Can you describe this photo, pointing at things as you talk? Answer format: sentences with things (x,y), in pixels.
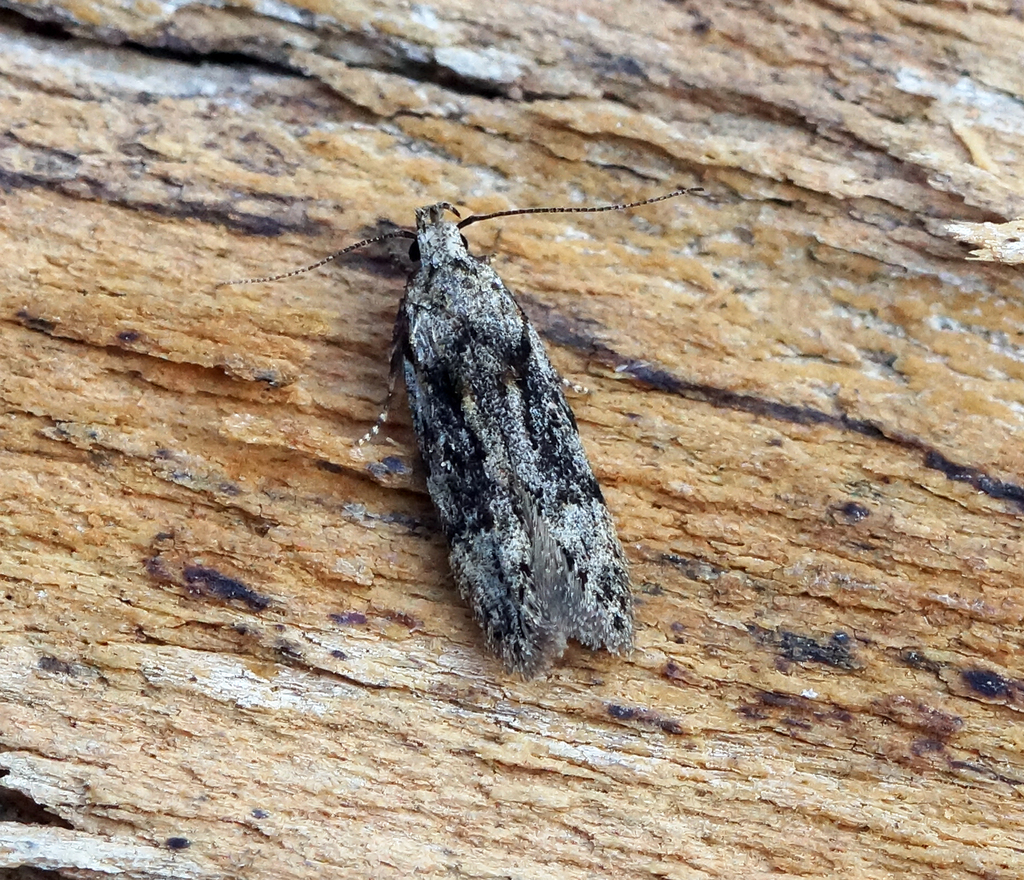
This picture contains an insect (478,395). It is in black color. In the background (243,379), it is brown in color. This might be the stem (291,597) of the tree (387,364).
